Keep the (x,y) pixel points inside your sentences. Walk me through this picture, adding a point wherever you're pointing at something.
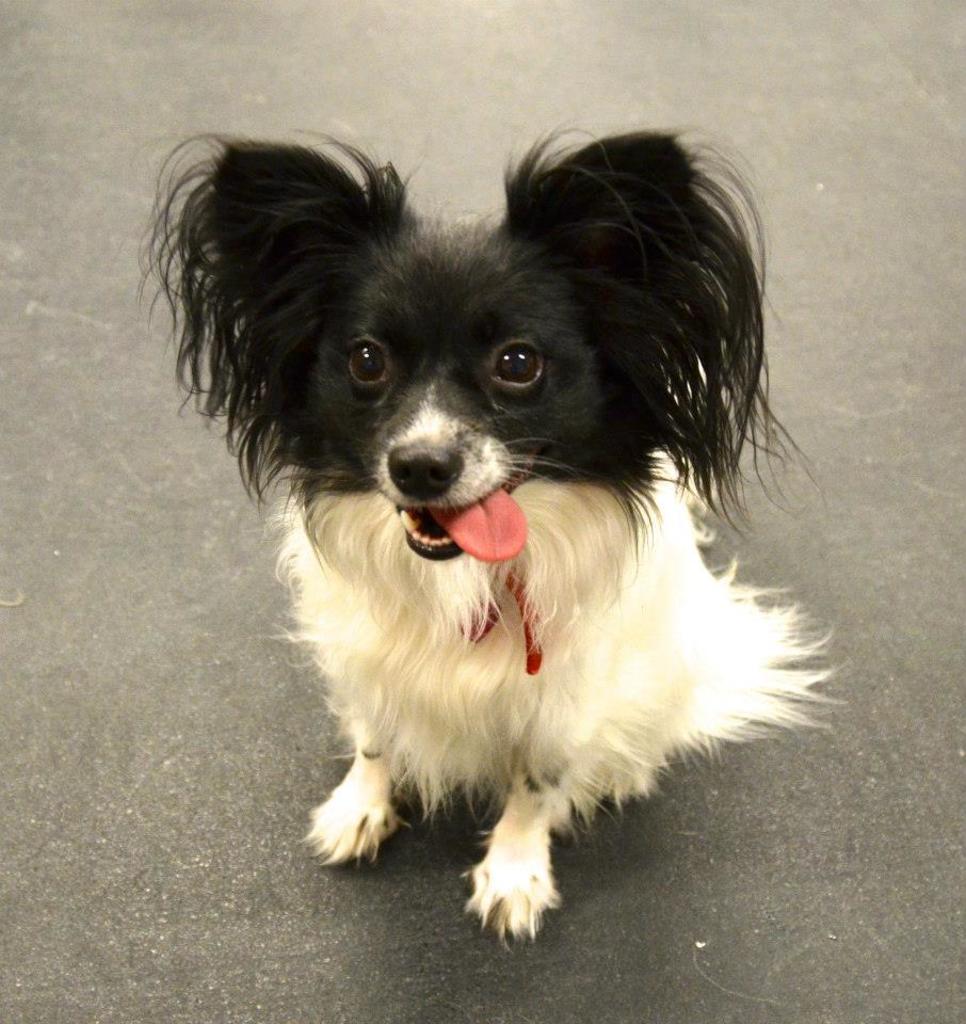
This image consists of a dog (706,407) in black and white color is sitting on the road (143,891). At the bottom (84,927), there is a road (104,964).
